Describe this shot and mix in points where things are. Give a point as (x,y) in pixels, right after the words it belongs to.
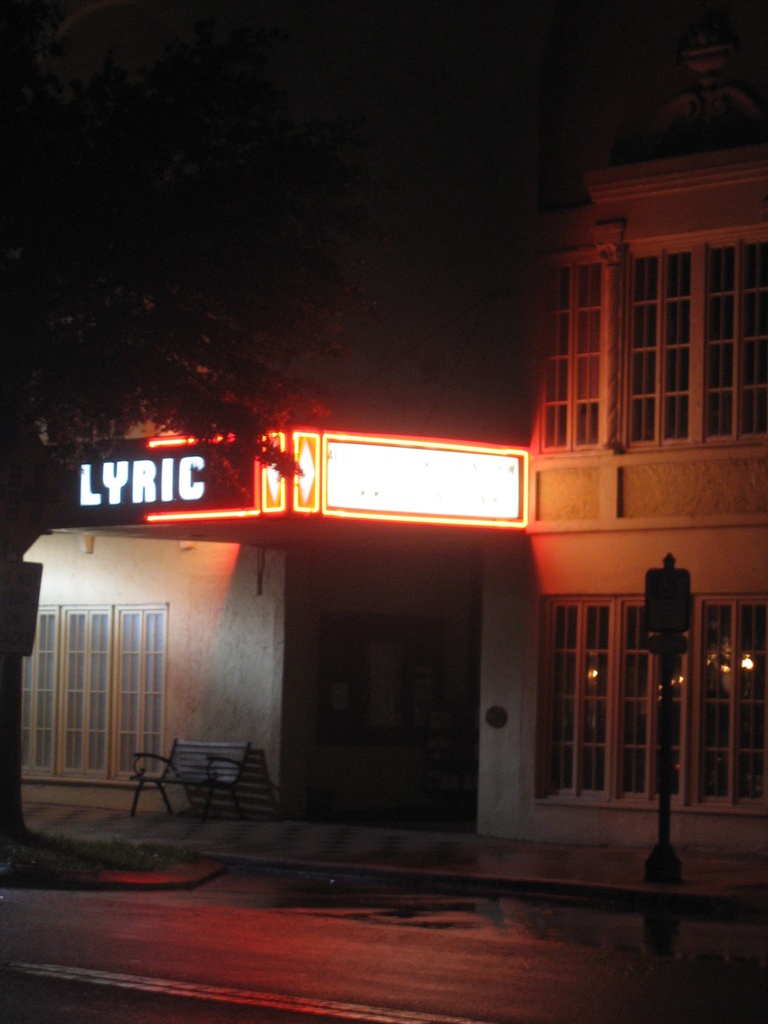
There is a road (349,969). In the background (683,551), there is a pole (662,863), there is a tree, there is a bench (225,782), beside this bench (225,761), there is a building (236,475) which is having glass windows (734,409) and a hoarding (199,489) and a light (398,478) on the wall (746,527).
